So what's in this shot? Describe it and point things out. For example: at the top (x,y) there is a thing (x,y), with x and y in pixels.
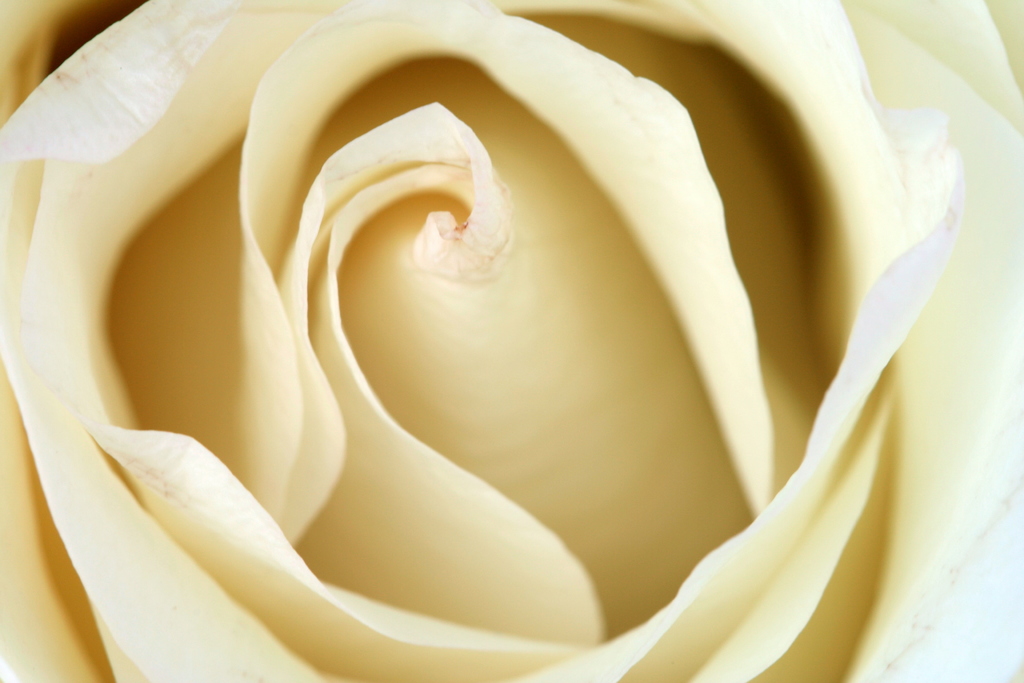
In this picture we can see a flower (568,333).
